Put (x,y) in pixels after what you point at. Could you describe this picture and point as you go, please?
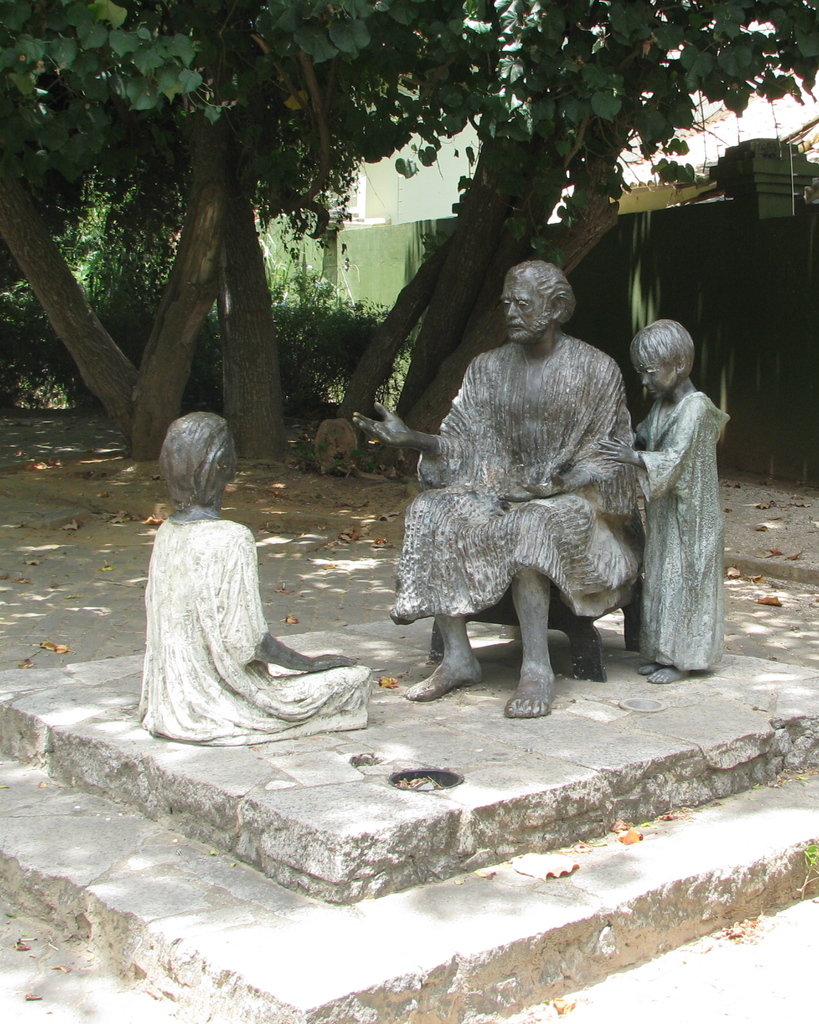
In this image, we can see some statues (697,640), we can see trees (470,217), there is a wall (806,346).
